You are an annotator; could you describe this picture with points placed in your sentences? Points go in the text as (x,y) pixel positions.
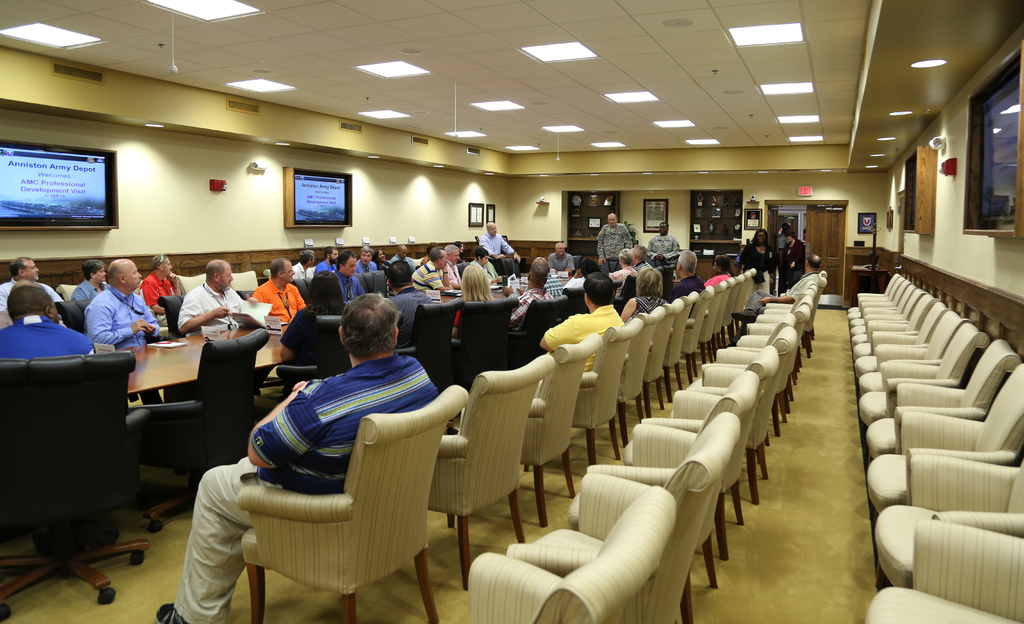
This picture is taken inside a room (31,249) and chairs (760,442) are arranged in order manner. Few people (355,357) are sitting on chair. A table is present. A person (662,237) at middle of the image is standing. Two monitors (42,210) are attached to the left side of the image (337,177) and lights (24,38) are fixed to the roof (103,34).
